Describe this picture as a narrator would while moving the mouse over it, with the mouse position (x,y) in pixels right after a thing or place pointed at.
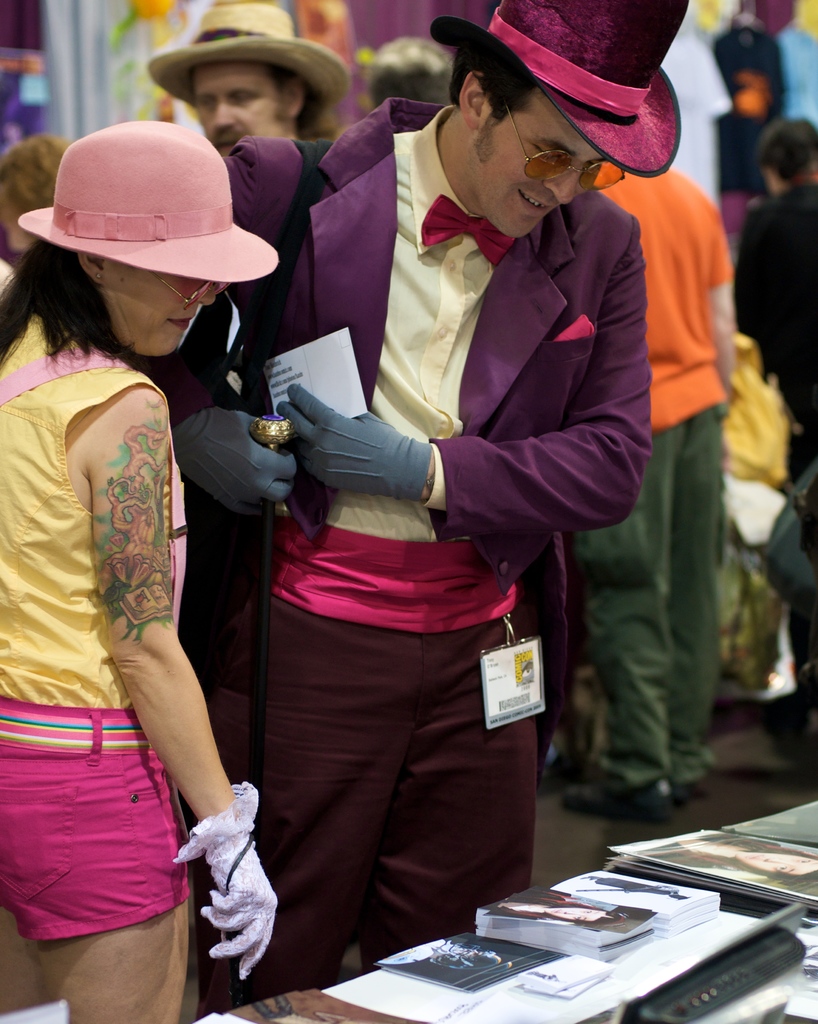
In this picture we can see people (552,639) wearing hats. Background (796,545) portion of the picture is blurred. We can see objects (722,3) and people (815,282). In the bottom right corner of the picture (812,824) we can see books (751,821) and objects (772,934).
